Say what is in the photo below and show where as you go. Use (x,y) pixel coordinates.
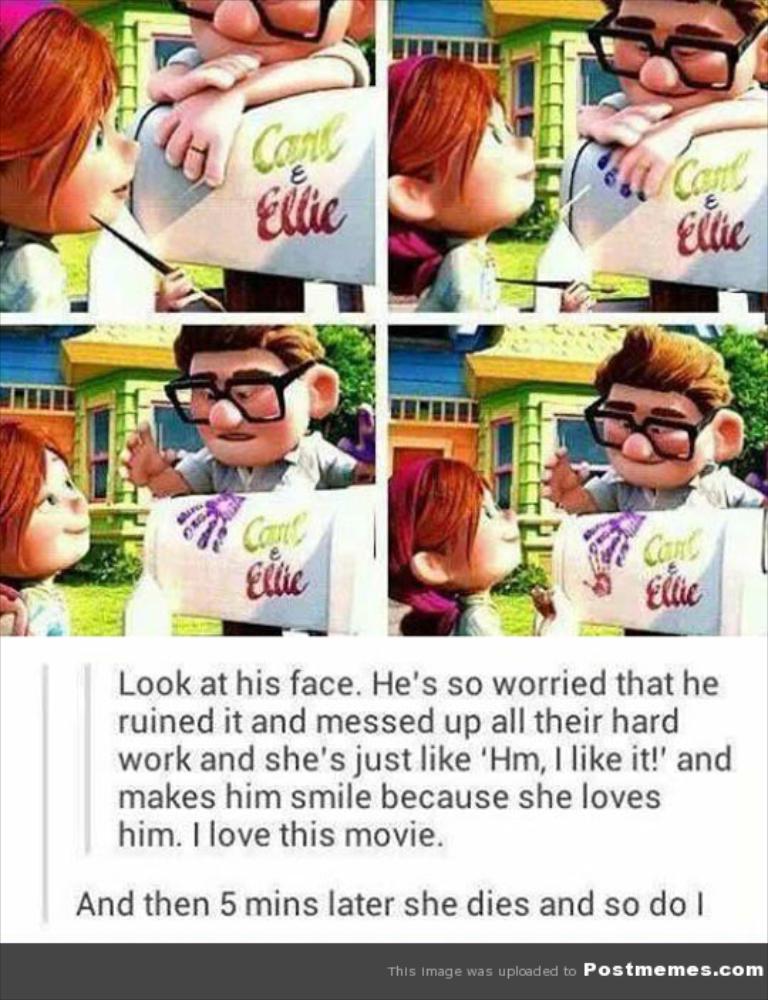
In this image we can see a collage of pictures in which we can see two persons (433,528) and a box (657,204) with some text (671,540). In the background (564,392), we can see building (583,420) with windows (593,446) and tree (762,377). At the bottom (164,890) we can see some text (259,704).
